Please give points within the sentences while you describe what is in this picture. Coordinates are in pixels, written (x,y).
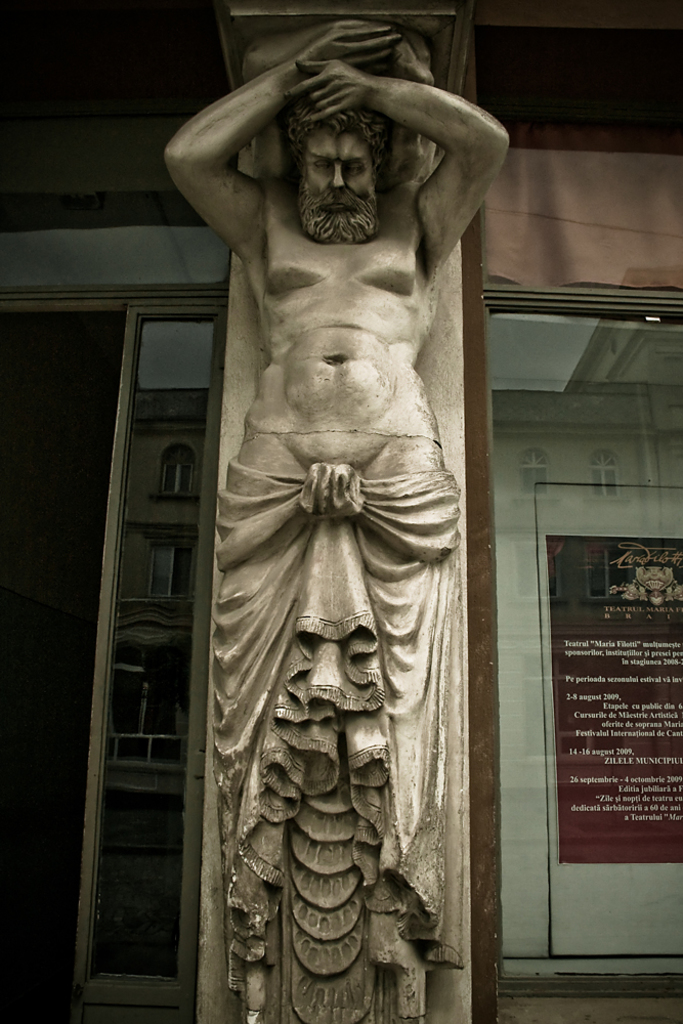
In the center of the image (290,369) there is a sculpture (318,371). On the left (146,881) we can see a door (200,690). In the background (526,421) there is a wall (578,869) and we can see a board (558,652) placed on the wall (549,728).
